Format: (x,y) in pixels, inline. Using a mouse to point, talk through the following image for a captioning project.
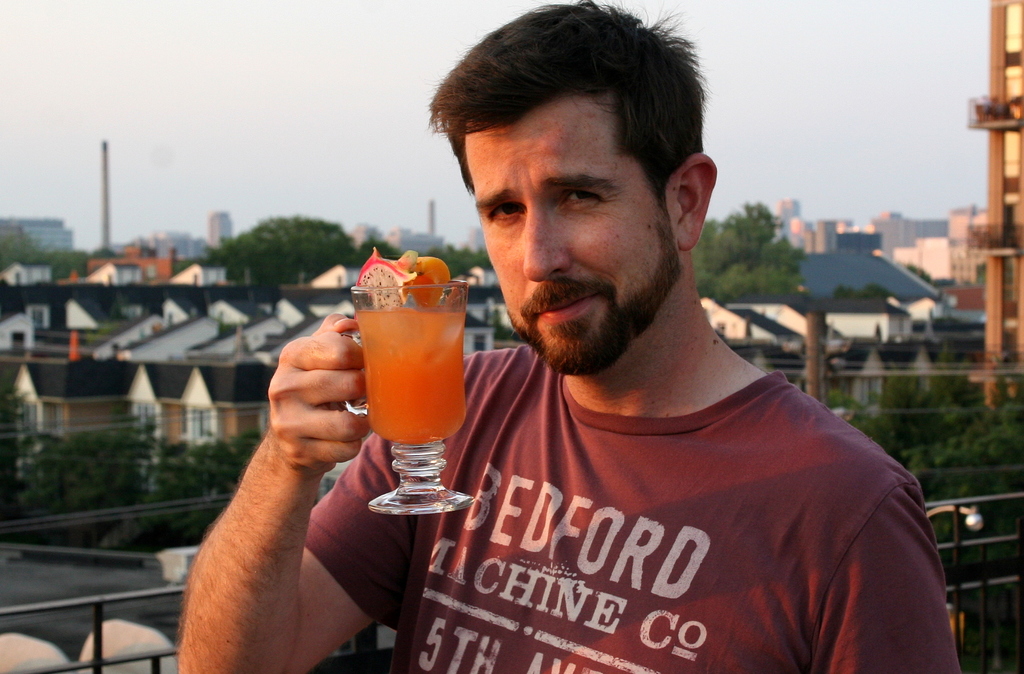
In this picture there is a person (604,369) standing and holding the glass (462,499). At the back (140,306) there are buildings (180,380) and trees (970,455) and there are towers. At the top (152,112) there is sky (254,153). Behind the person (503,492) there is a railing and there are wires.
